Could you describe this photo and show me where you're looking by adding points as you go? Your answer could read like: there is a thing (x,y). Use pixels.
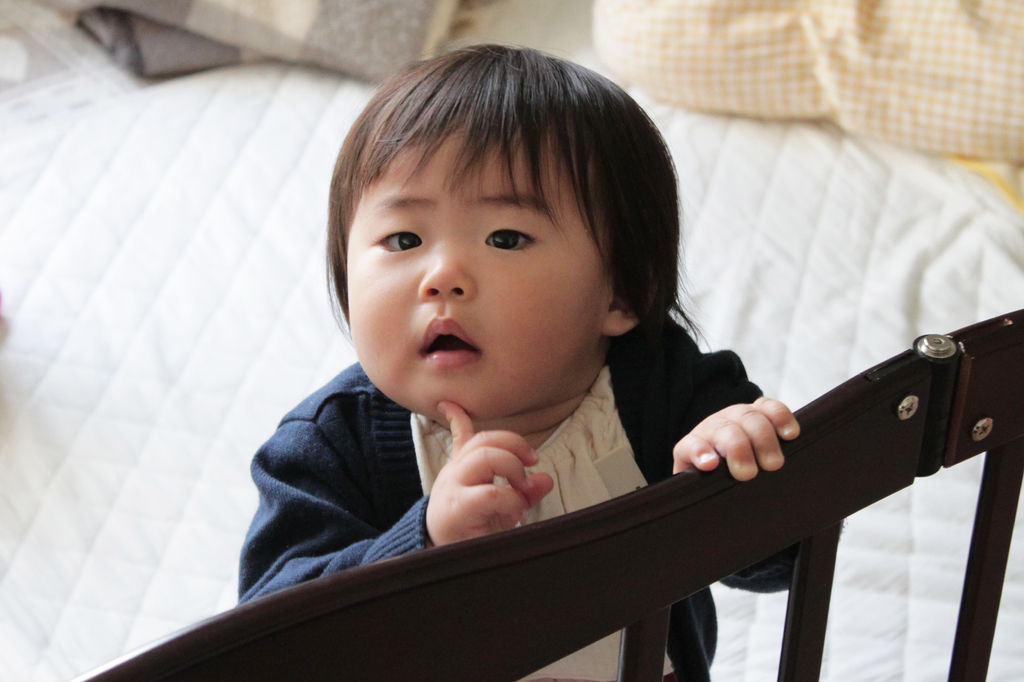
As we can see in the image, there is a child (503,448) wearing blue color jacket (375,473) and standing on bed (170,294).
